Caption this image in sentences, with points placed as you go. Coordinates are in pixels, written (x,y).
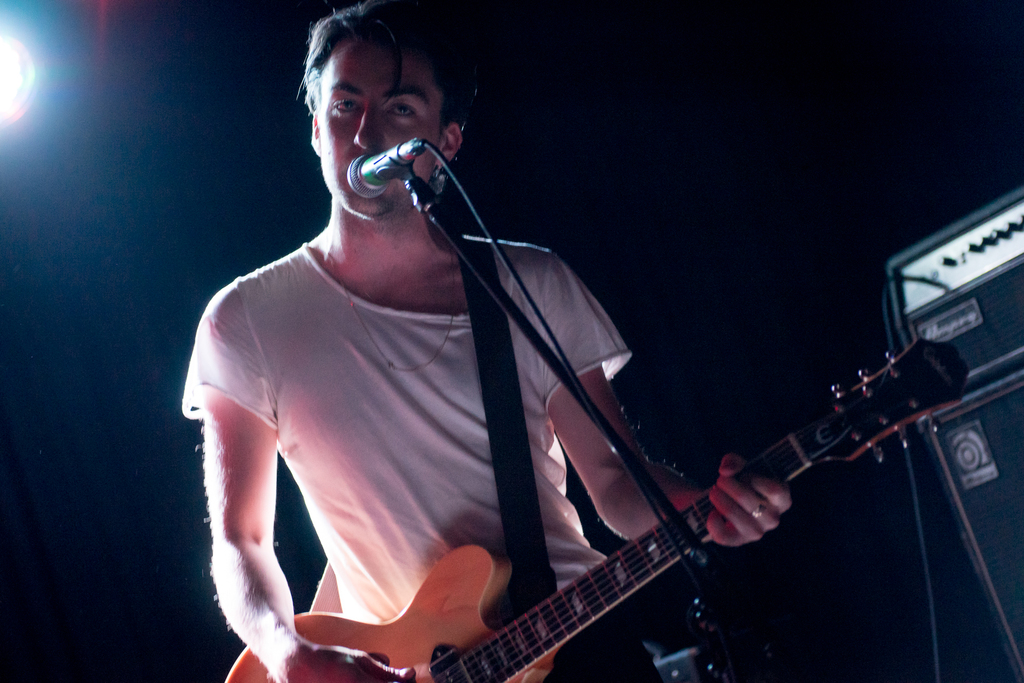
In this image we can see one person (333,400) standing, playing guitar (567,615) and singing a song. There is one microphone (391,162) with stand (601,431), one light (16,83), one object (986,283) on the surface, one wire (891,328), one object (945,295) on the surface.
